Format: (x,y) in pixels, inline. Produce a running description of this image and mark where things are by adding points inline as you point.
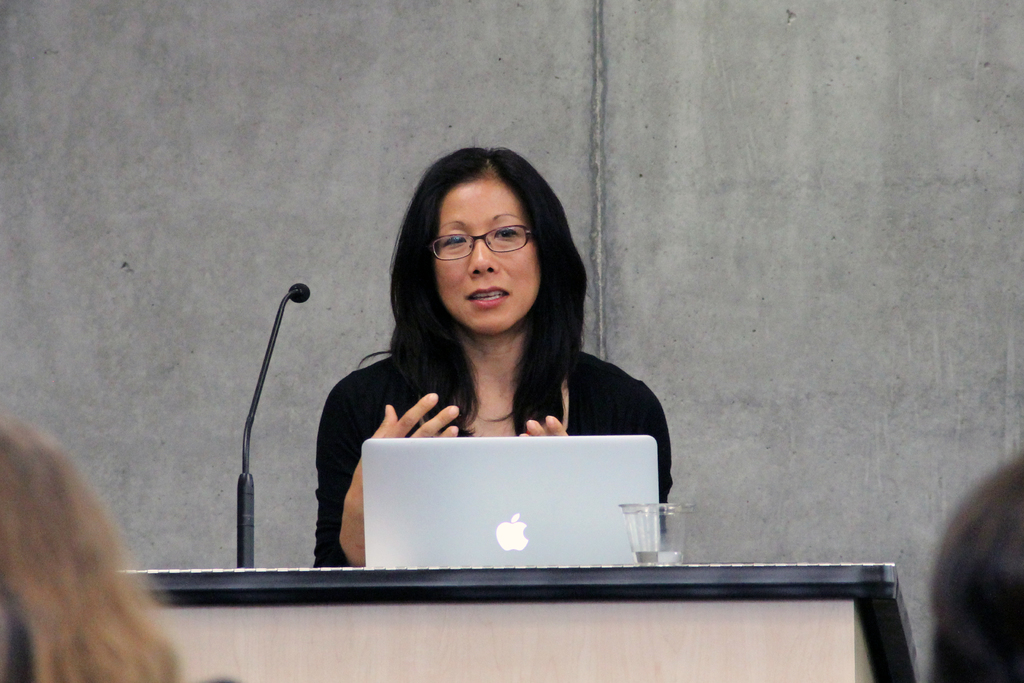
At the bottom of the image (974,547) two persons (130,682) are sitting. In front of them we can see a table (474,583), on the table (543,583) we can see a glass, laptop (652,494) and microphone (243,494). Behind the table (219,652) a woman (338,523) is sitting. Behind her we can see a wall (771,2).
